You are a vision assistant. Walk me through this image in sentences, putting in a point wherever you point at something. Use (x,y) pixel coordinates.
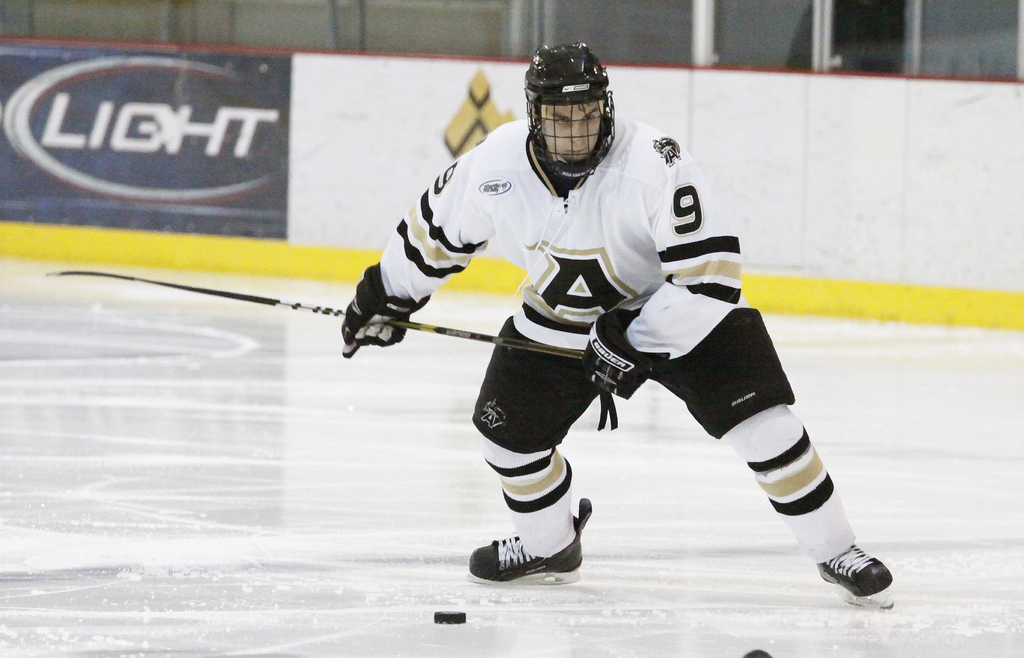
In this image we can see a person (535,367) playing ice skating. In the background (784,169) there is a wall (717,150).
